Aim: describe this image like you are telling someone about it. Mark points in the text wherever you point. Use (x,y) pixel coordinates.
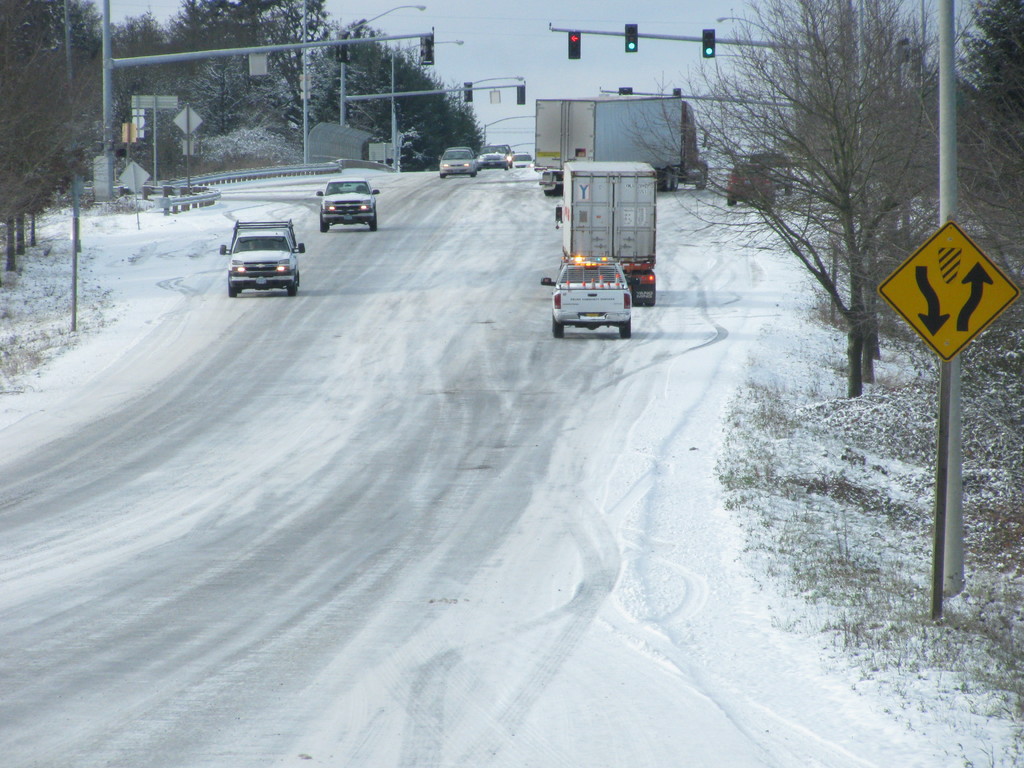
In the image we can see there are cars (261,284) which are moving on the road (585,358). The ground (643,325) is covered with snow (790,293) and there are lot of trees (36,25) and there are traffic signal poles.
